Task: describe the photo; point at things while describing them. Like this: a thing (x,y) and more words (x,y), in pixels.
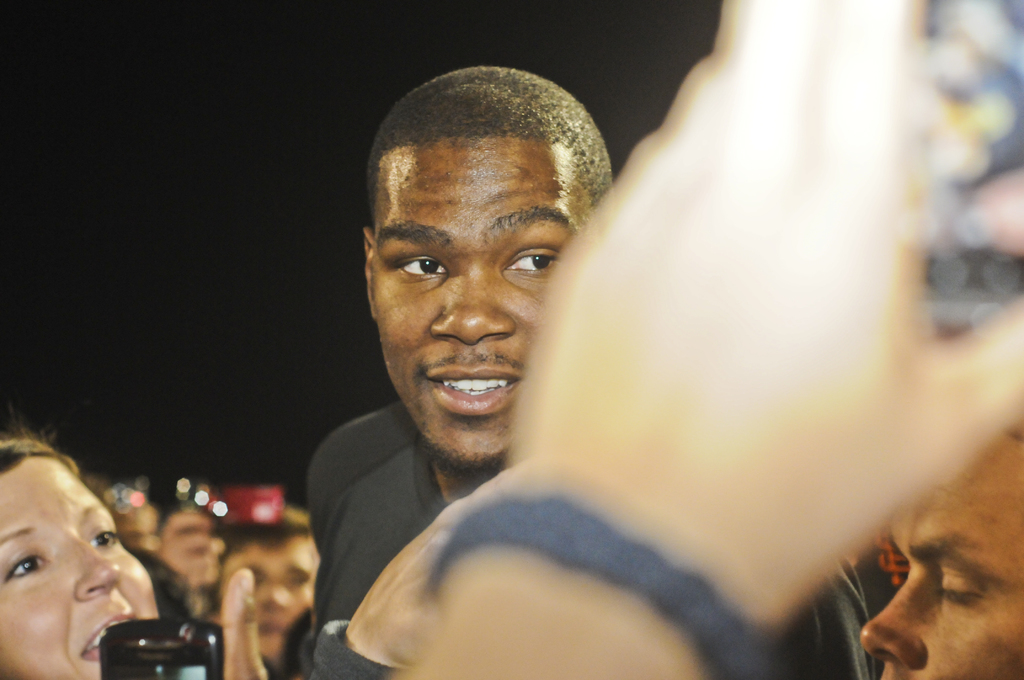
In the picture I can see people (390,469). The background of the image (192,284) is dark.
